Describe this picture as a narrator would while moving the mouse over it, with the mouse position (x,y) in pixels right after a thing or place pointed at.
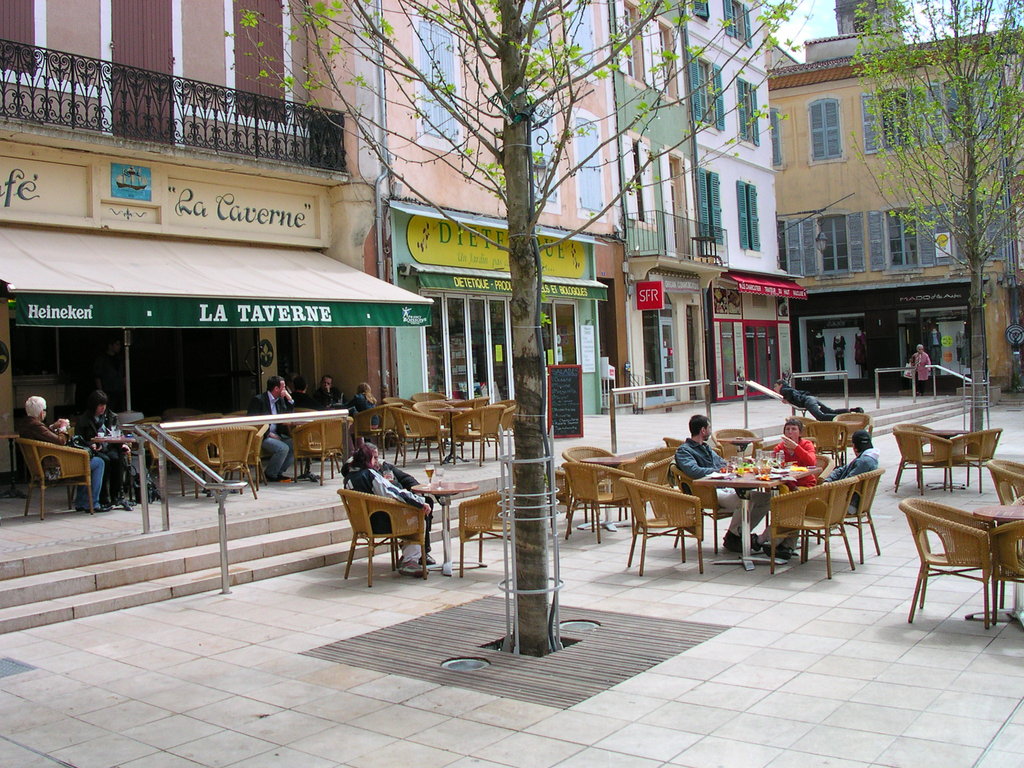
In this picture a few people (726,491) are sitting on the chair (838,490). There is a table (760,488) and few things (763,471) on the table (751,475). There is a tree (533,302). There is a building (591,180). There are some people (41,415) who are also sitting on the chair (304,447).
